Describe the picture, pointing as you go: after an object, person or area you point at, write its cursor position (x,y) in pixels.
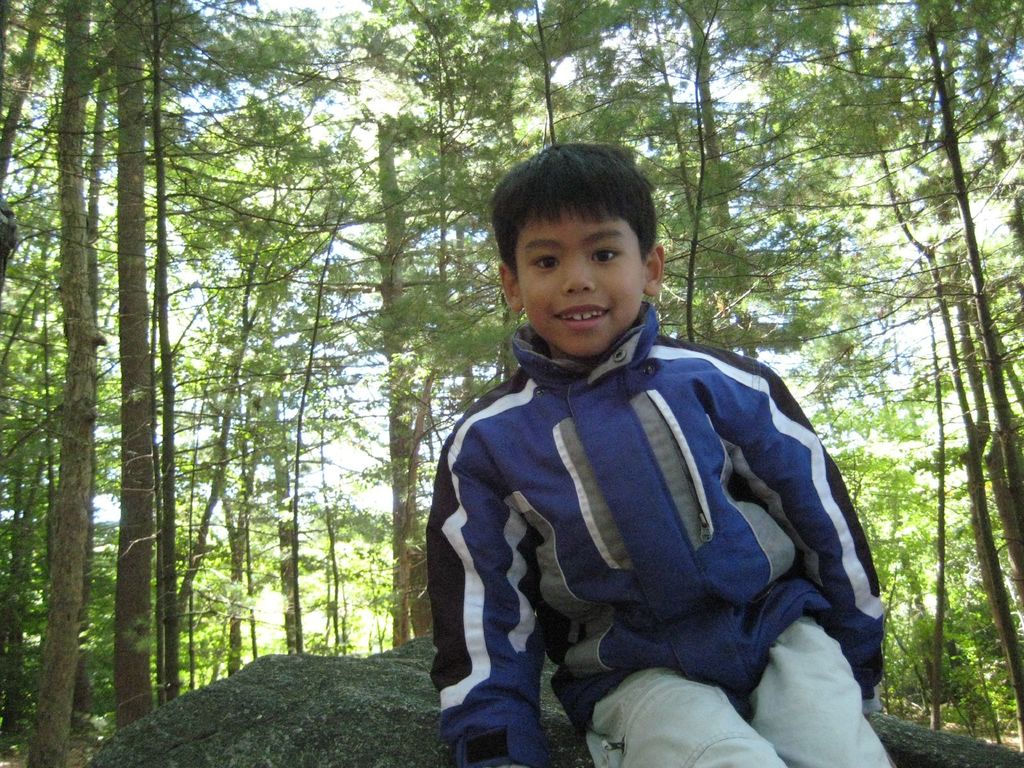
In the picture we can see a boy (584,720) sitting on the stone surface (390,714), he is wearing a blue color jacket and smiling and behind him we can see full of trees (232,619) with tall branches (207,549).
